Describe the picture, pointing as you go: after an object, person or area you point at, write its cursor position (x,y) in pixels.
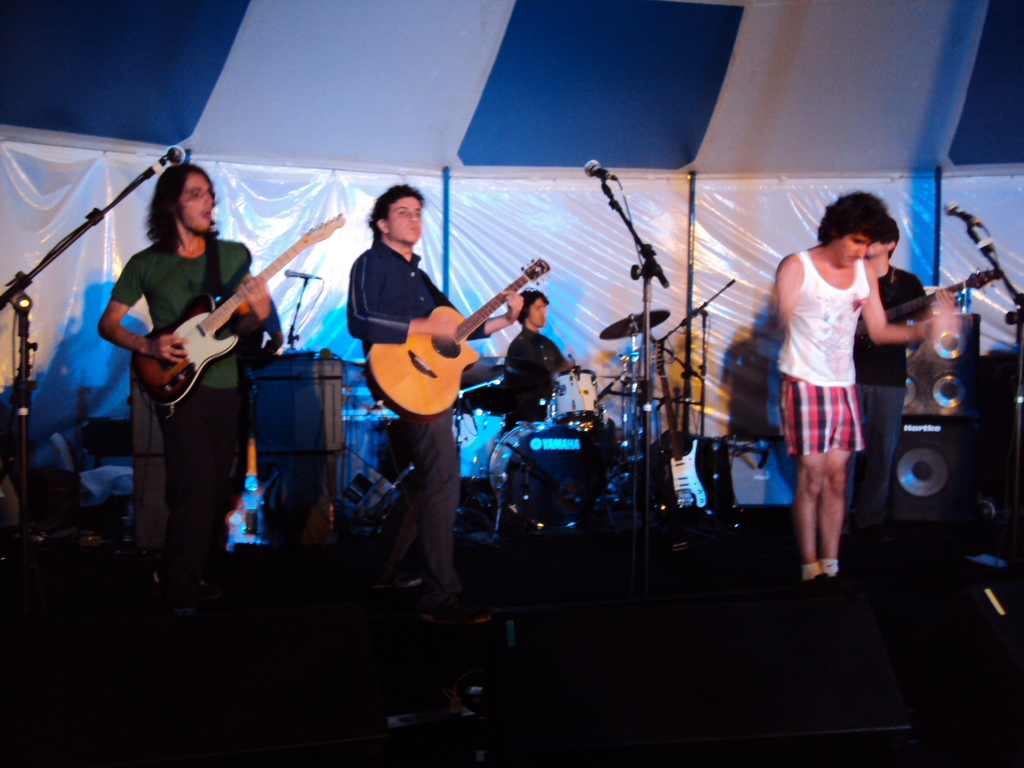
There are people (821,397) standing on the stage (538,570). On the left side (196,218) there are two people (440,432) who are playing guitar (177,369) and the man (808,542) who is standing on the right (799,515) is performing. In the background (537,396) there is another person (545,386) who is playing a band (578,407). We can also see mic's (642,447) which are placed before them.
